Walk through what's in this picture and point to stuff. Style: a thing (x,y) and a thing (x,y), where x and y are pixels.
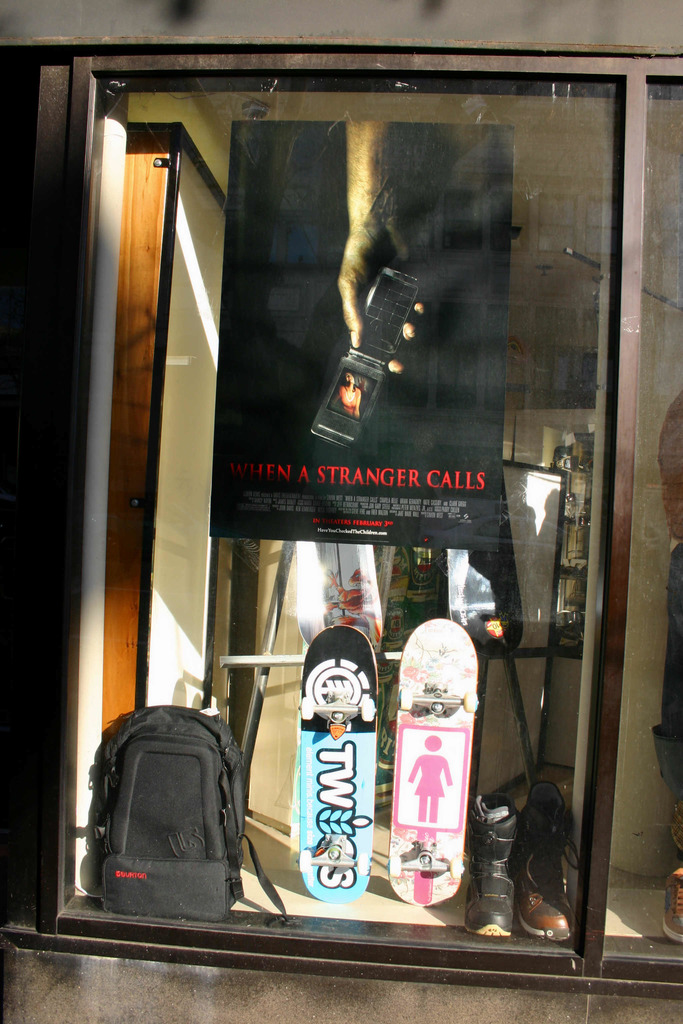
In this shelf (429,920) we can able to see shoes (523,863), skateboards (338,744) and bag (187,810).
